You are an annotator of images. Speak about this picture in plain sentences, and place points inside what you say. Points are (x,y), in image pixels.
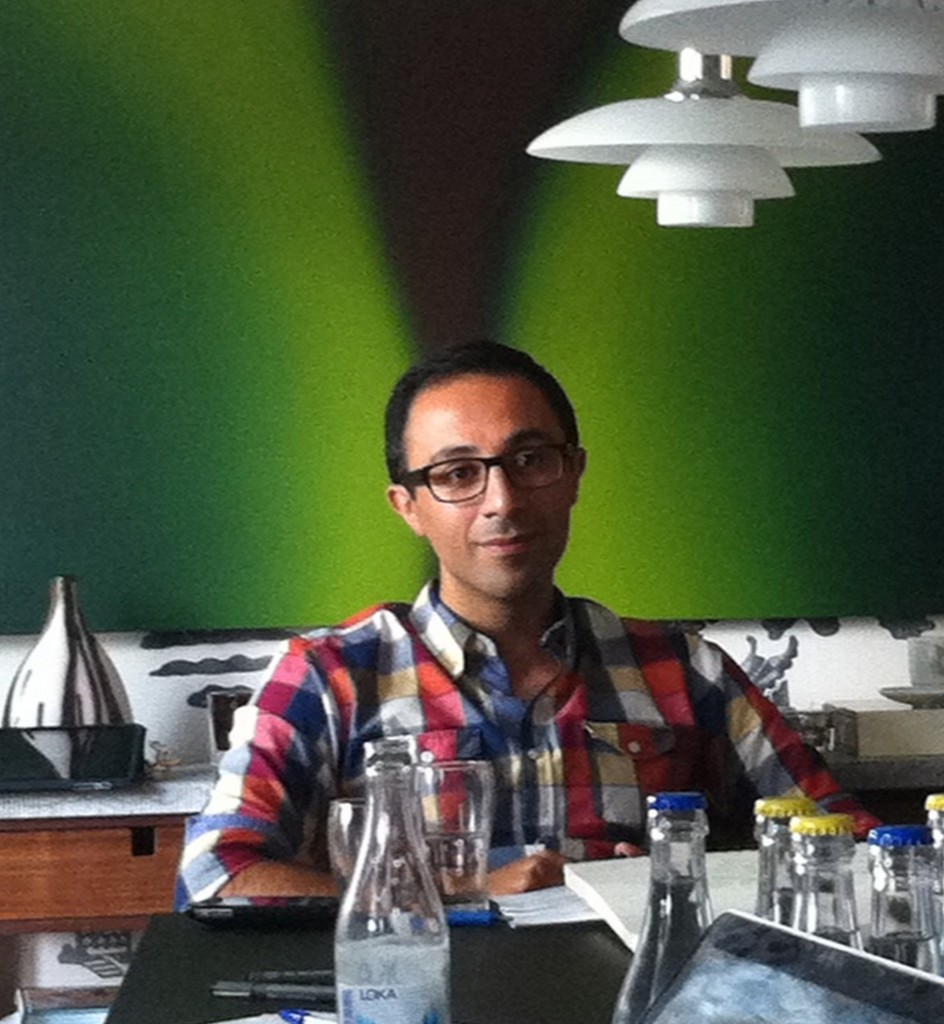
Here we can see a man (403,617) sitting on a chair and in front of him there are bottles (382,861) and glass (462,773) and the background (296,237) is green.
